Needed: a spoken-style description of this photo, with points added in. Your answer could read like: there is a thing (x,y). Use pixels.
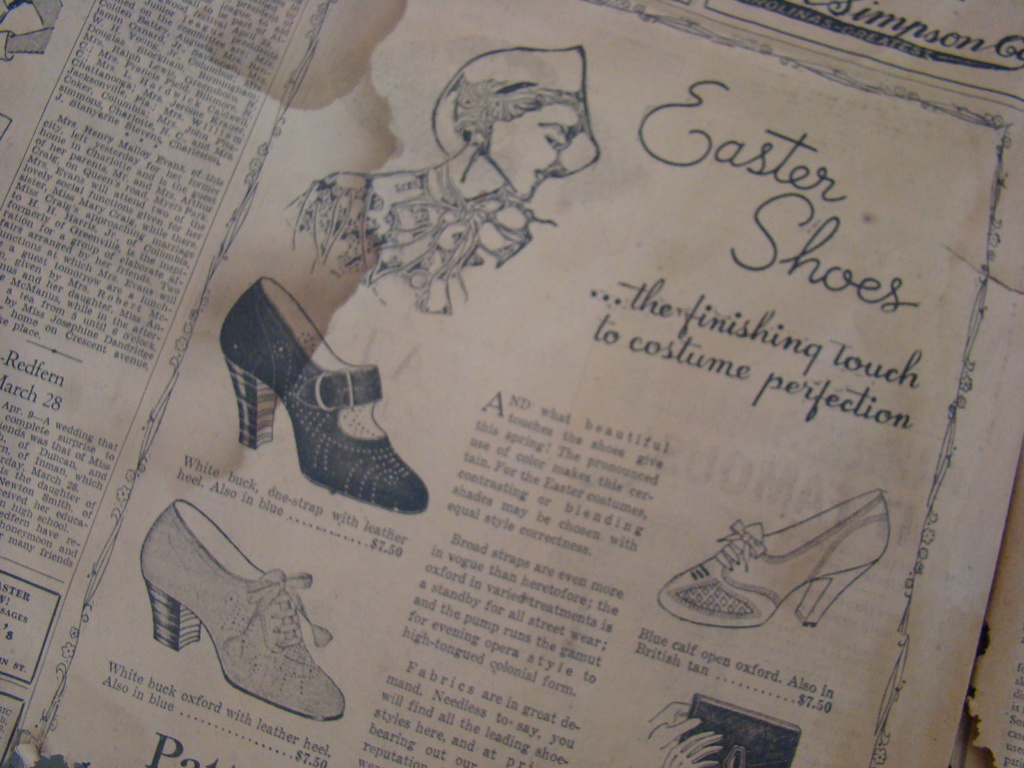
In this image, It looks like a paper (976,461) with the pictures (530,171) and letters (796,385) on it.
